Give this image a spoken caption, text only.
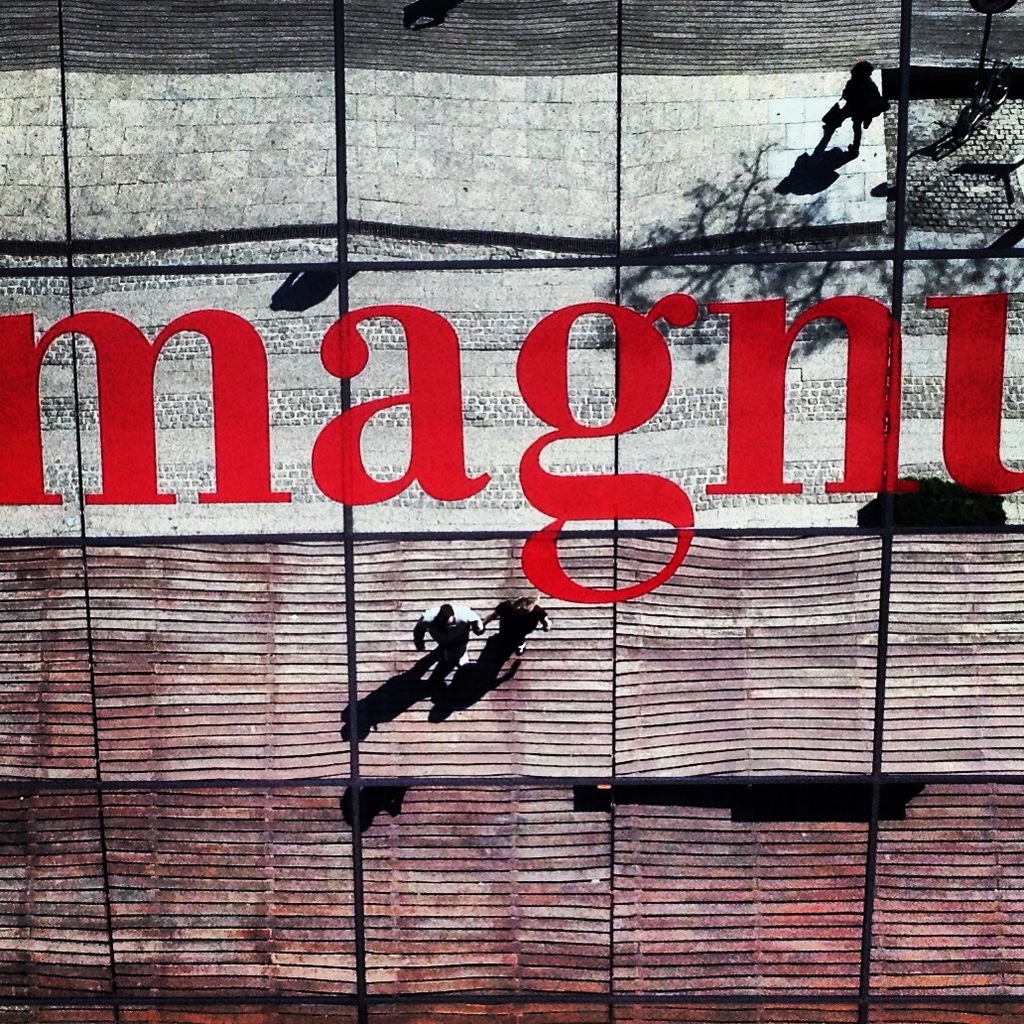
In this picture we can see few people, they are walking.
